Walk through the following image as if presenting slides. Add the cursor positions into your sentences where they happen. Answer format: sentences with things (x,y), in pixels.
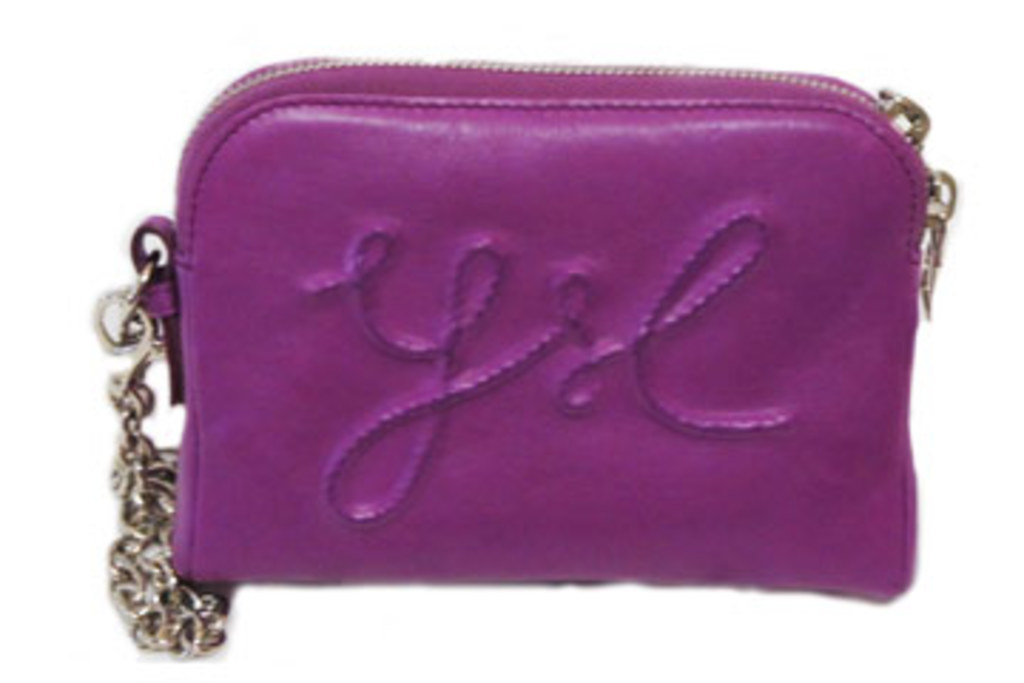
In this picture there is a hand bag (180,452) with a silver chain (143,629), the bag (317,307) is of purple color.
